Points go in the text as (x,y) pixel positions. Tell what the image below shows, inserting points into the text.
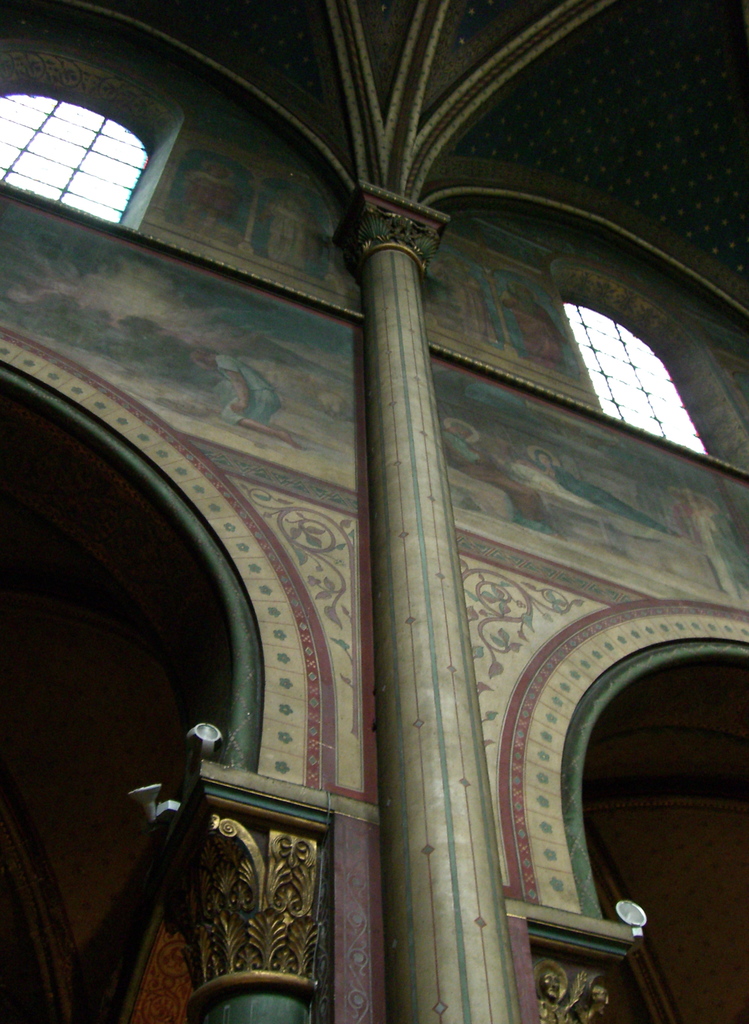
In this image we can see a building (277,415) and paintings (275,395) on the walls (144,319) on it.
